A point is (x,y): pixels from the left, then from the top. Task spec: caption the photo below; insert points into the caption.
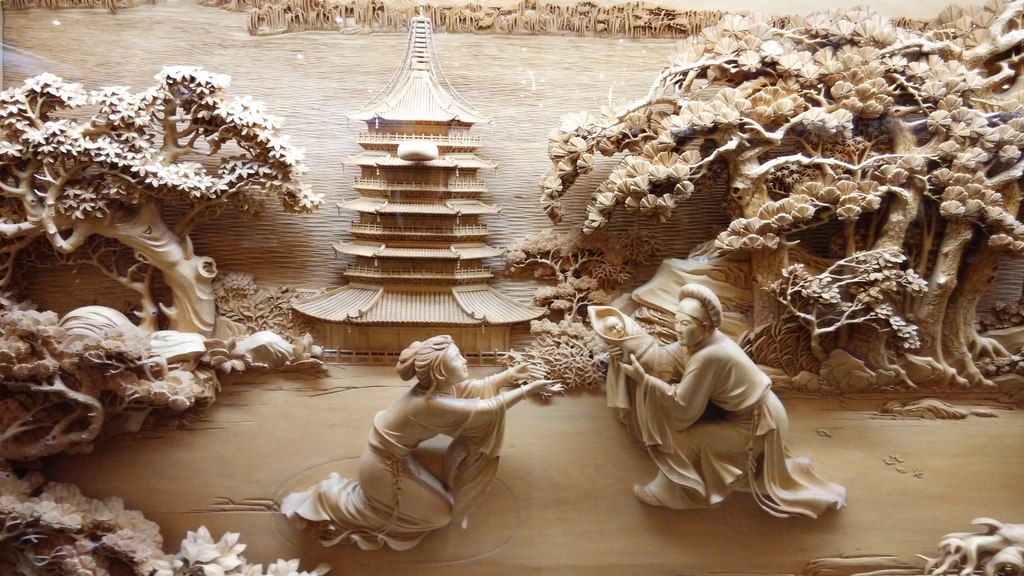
In this image I can see sculptures (440,353) of persons (721,407), trees (7,273), buildings (366,290), water (493,156) and grass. This image is taken may be during a day.
